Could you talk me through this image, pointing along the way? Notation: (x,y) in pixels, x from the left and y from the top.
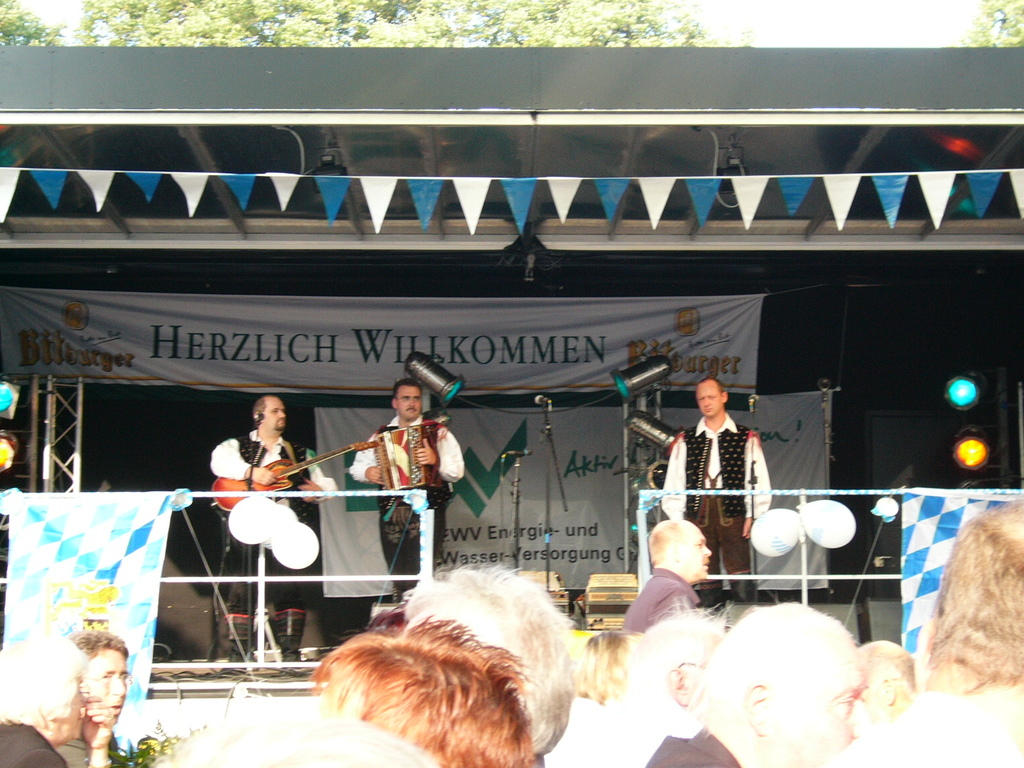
In this image we can see the people (304,489) standing on the stage (107,460). We can also see the musical instruments (266,486), mike's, banners (523,431) and also the flags (925,191). We can also see the lights (3,398), rods (54,431) and also the roof (295,93) for shelter. We can see the railing (402,579), cloth (82,563) and also the trees (418,31). At the bottom (491,739) we can see the people (688,644). Sky (781,18) is also visible in this image.
